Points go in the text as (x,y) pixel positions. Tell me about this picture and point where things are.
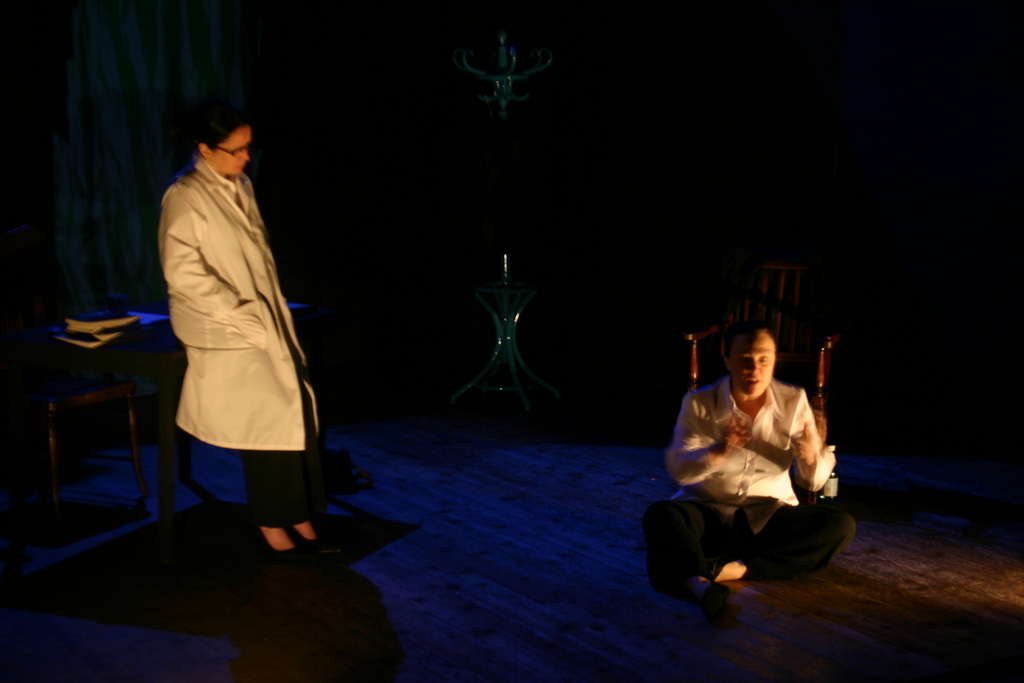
In this image on the right side (751,480) there is one person (742,461) who is sitting, beside him there is one chair (783,304). On the left side (250,291) there is one woman (256,348) who is standing, beside her there is one table (140,326). On the table (128,346) there are some books (98,340) and in the center (509,321) there is one coat stand (498,325) and on the left side (85,159) there is a curtain (129,92). At the bottom (554,516) there is a floor (445,574).
